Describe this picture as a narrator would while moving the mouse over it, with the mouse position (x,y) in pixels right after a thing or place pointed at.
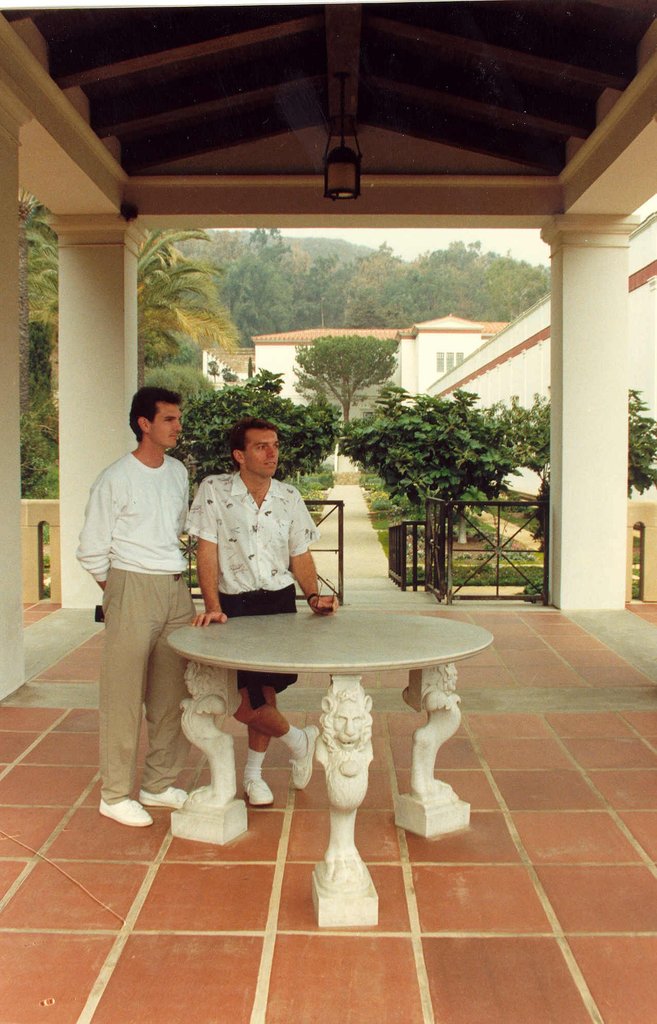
In this picture, we see two men (116,496) standing near the table (359,711). The man (299,777) in the middle (289,607) wearing white and black shirt (252,560) and pant (275,604) is holding something in his hand (321,596). Behind them, we find two pillars (554,331) and we see staircase (386,579) in between those two pillar (568,517) and behind that, we see trees (313,402) and houses (443,347) with red roof (393,331).
